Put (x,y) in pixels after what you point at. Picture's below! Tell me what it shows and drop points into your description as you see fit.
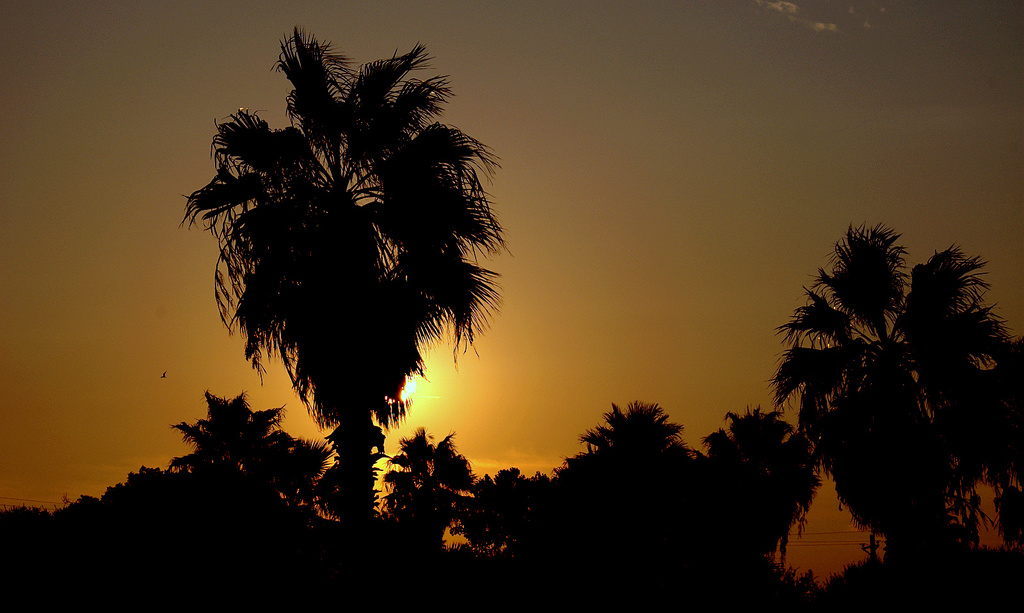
In the foreground of the image (504,577) we can see a group of trees (790,427). To the left side of the image (160,379) we can see a bird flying sky (182,390). In the background (182,390), we can see the sun (413,387) in the sky (634,129).
